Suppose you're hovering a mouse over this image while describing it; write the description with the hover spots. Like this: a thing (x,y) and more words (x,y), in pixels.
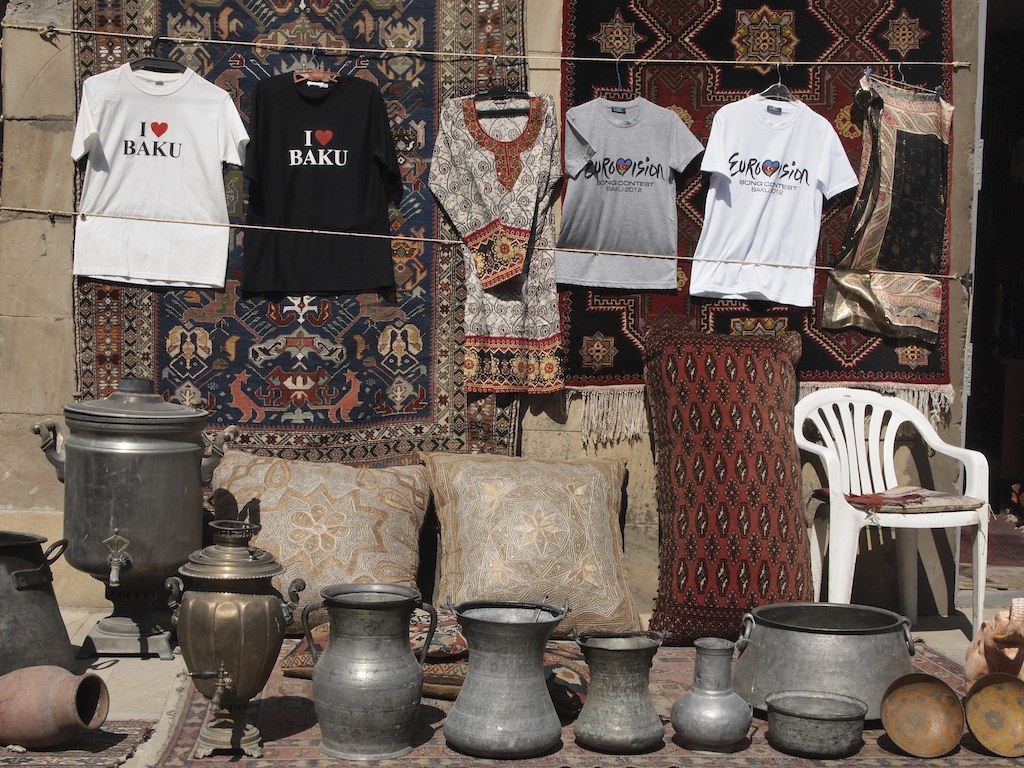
In the foreground of the image (881,707) we can see group of vessels (203,635), containers (199,629) placed on the ground (573,722). To the left side of the image (49,705) we can see a pot (33,705). In the center of the image (673,508) we see pillows (298,529), chair (891,517). In the background (142,187), we can see some t shirts (621,227), clothes (864,218) and carpets (263,360) placed on a wall (36,193) with ropes (43,211).
